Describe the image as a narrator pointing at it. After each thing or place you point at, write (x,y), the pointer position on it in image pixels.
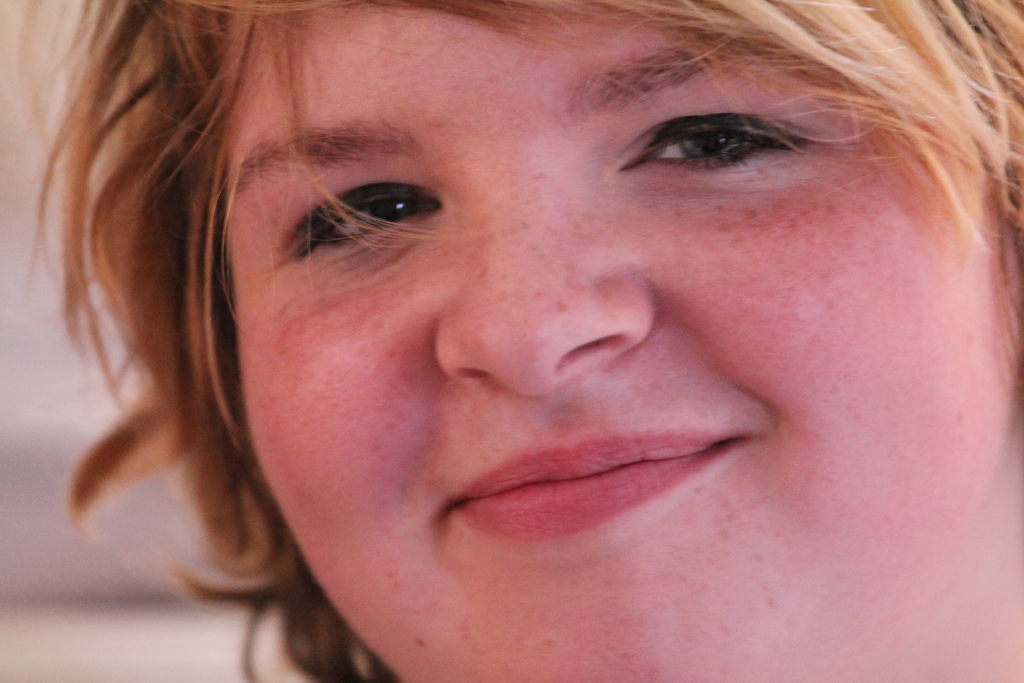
In this image we can see a person (572,498) smiling.
